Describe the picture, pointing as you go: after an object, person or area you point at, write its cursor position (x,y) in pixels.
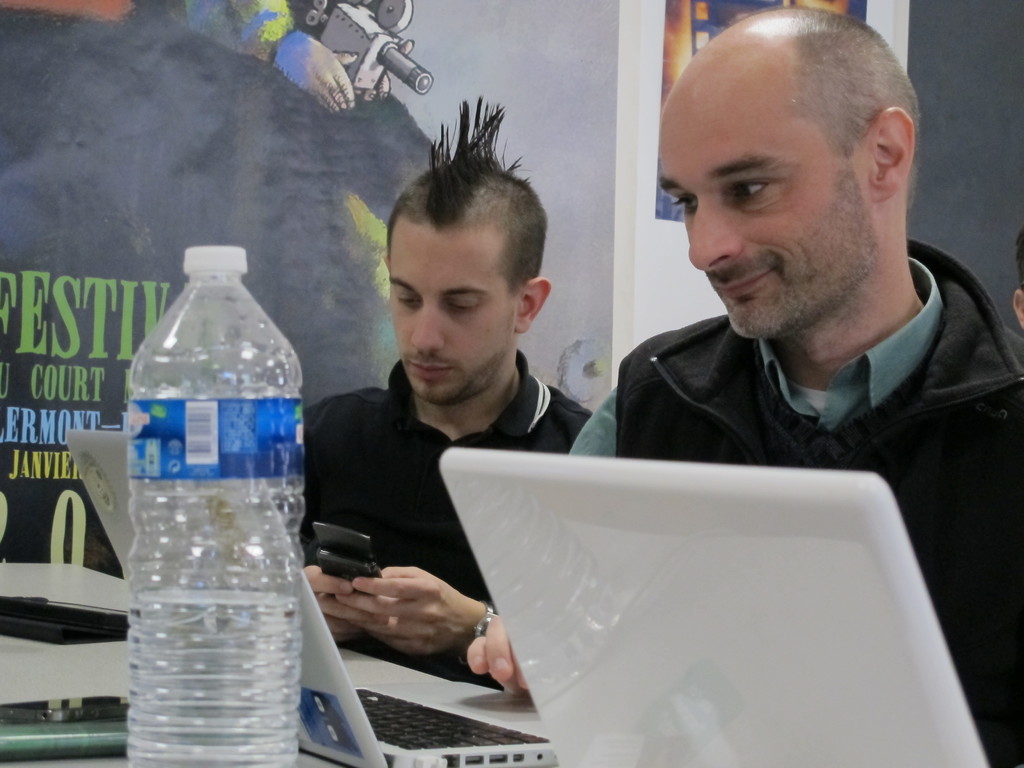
in this image i can see two men (718,331). the person (805,409) at the right (751,433) is operating the laptop (356,686). in front (227,452) there is water bottle (227,472). the person (367,407) behind him is wearing black t shirt (366,515) and holding mobile phone (332,553). behind them on the wall (271,69) there is a poster (257,95), which has written festive court.
